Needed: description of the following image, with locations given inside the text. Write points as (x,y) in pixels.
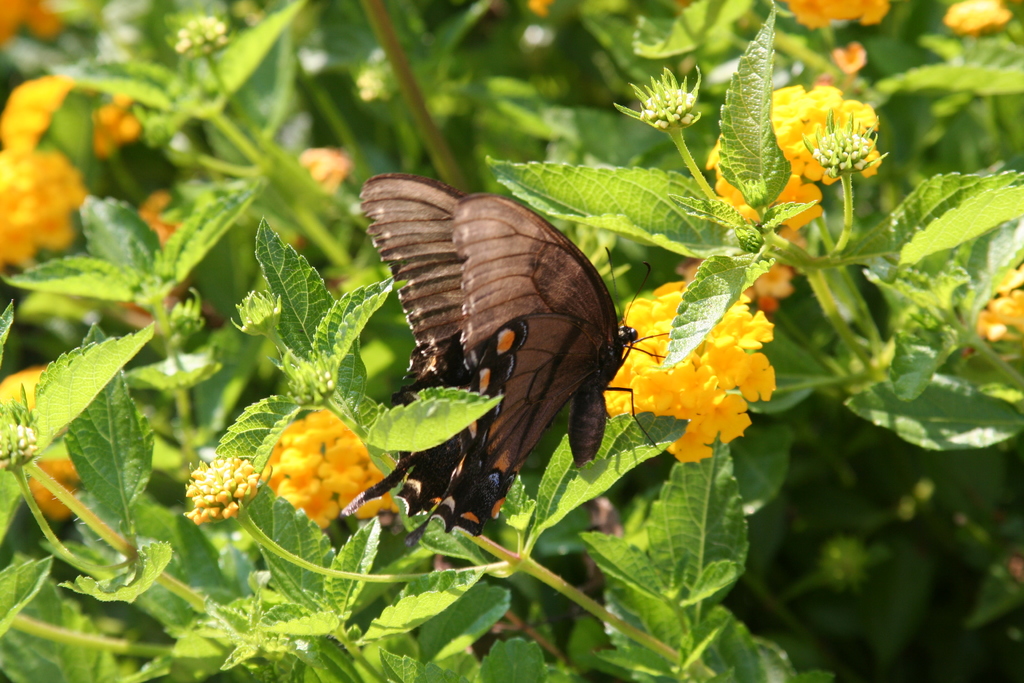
In this image I can see the butterfly (473,428) on the flower (745,359) and I can see few flowers (164,221) in yellow color. In the background (642,125) I can see few leaves (108,253) in green color.
